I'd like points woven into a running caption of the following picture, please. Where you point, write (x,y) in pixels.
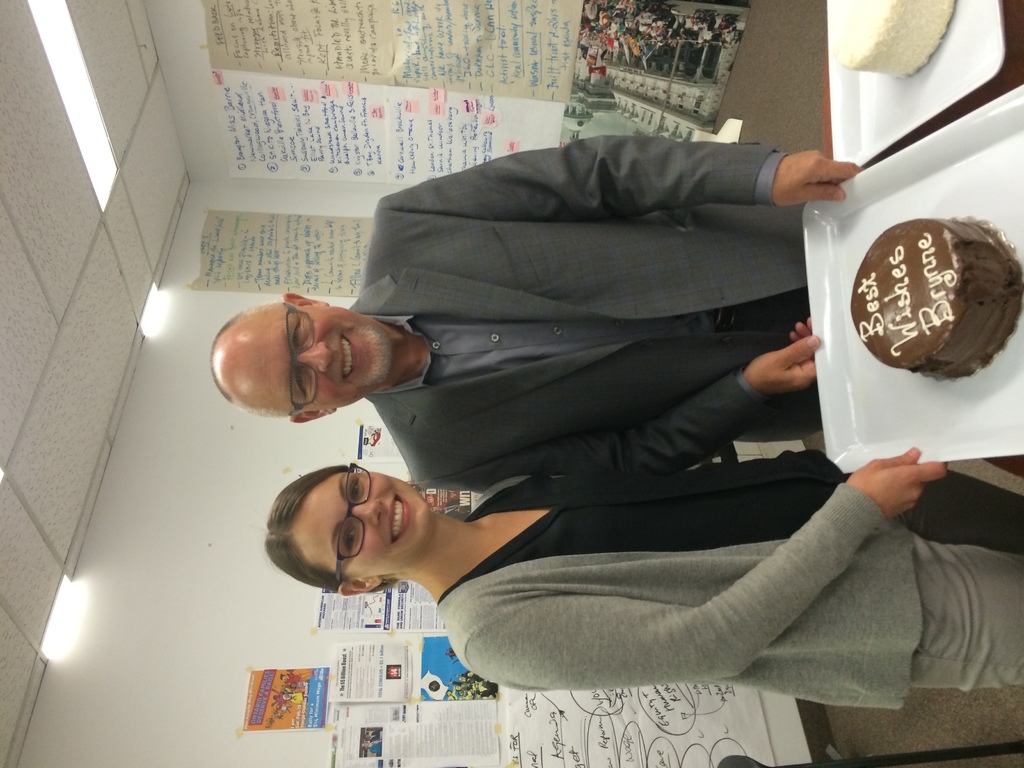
In this image I can see two persons (670,354) are standing and I can see both of them are holding a white colour plate (837,388). I can also see smile (343,369) on their faces (318,372) and I can see both of them are wearing specs (288,321) and formal dress (552,373). On the top right side of this image (837,79) I can see one more plate (894,87) and in the both of these plates (1015,210) I can see cakes (943,37). Behind them I can see number of papers (315,41), posters (634,84) on the walls (266,469) and on these papers (424,719) I can see something is written. On the left side of the image (102,378) I can see three lights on the ceiling (41,424). I can also see this is an inverted image.
